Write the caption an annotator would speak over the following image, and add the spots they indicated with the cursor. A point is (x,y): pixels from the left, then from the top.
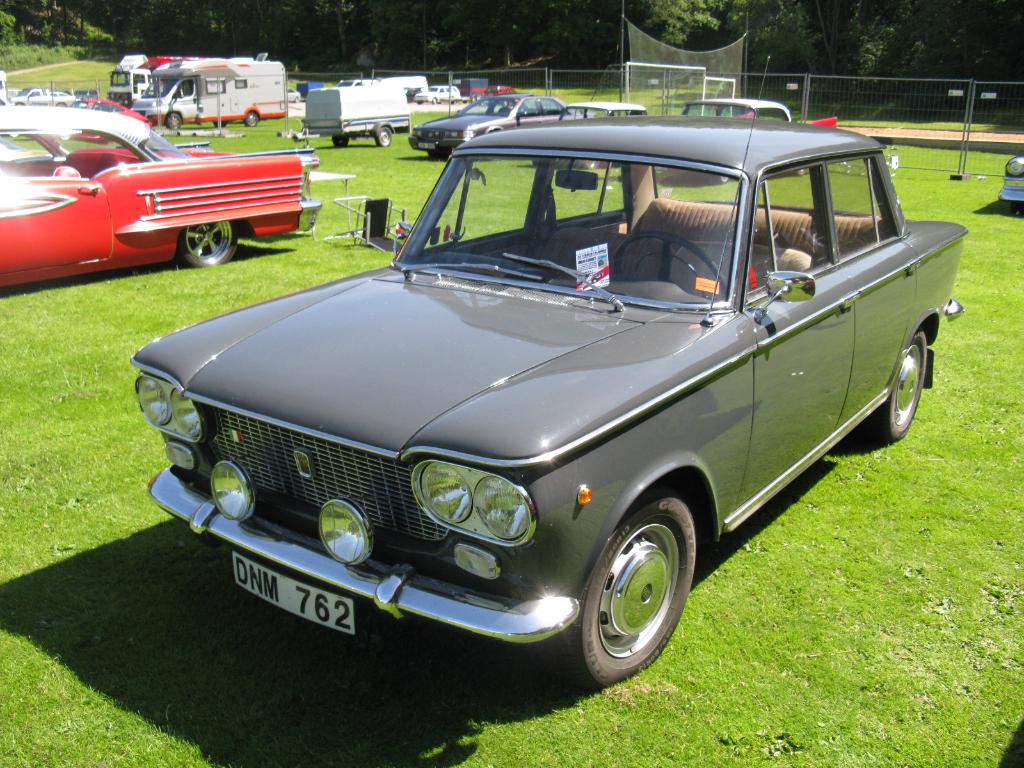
In this picture we can see some vehicles (412,407) on the grass path (136,428) and on the path (336,272) there are some objects (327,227). Behind the vehicles (103,184) there is a fence (994,112), net (657,59) and trees (589,40).
